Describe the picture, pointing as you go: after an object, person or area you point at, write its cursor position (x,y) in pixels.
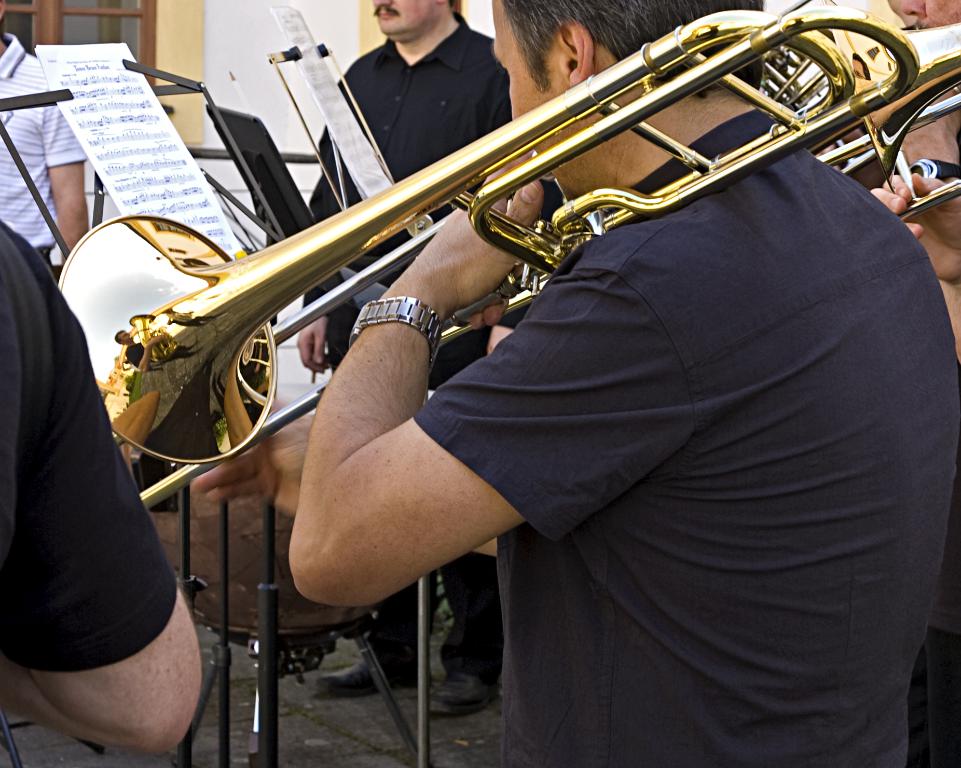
In this picture there are two persons (741,420) holding the musical instruments (905,103). On the left side of the image (35,306) there is a person (54,318). At the back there are two persons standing and there are papers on the stands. At the back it looks like a drum (273,597) and there is a building (235,73). At the bottom (372,755) there is a road (400,749).
